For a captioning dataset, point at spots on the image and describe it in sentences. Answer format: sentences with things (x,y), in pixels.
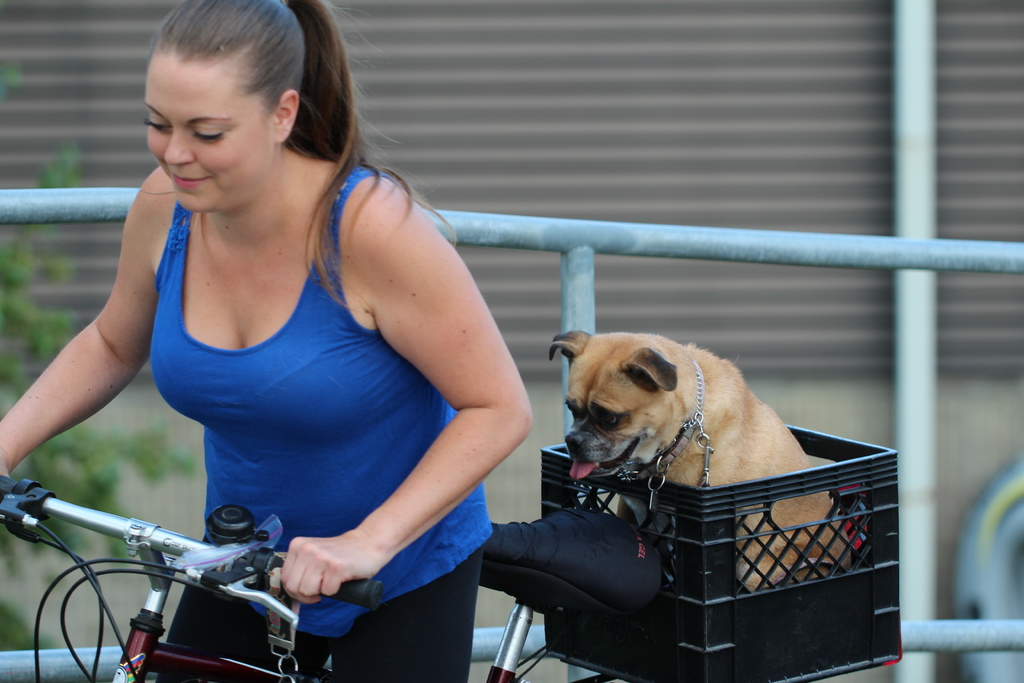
In this picture we can see woman (363,241) smiling and holding bicycle (194,577) with her hand (343,566) and at back of her we can see dog (652,427) sitting on basket (666,533) and in background (557,174) we can see wall (540,158), tree (32,330), rod (929,121).
